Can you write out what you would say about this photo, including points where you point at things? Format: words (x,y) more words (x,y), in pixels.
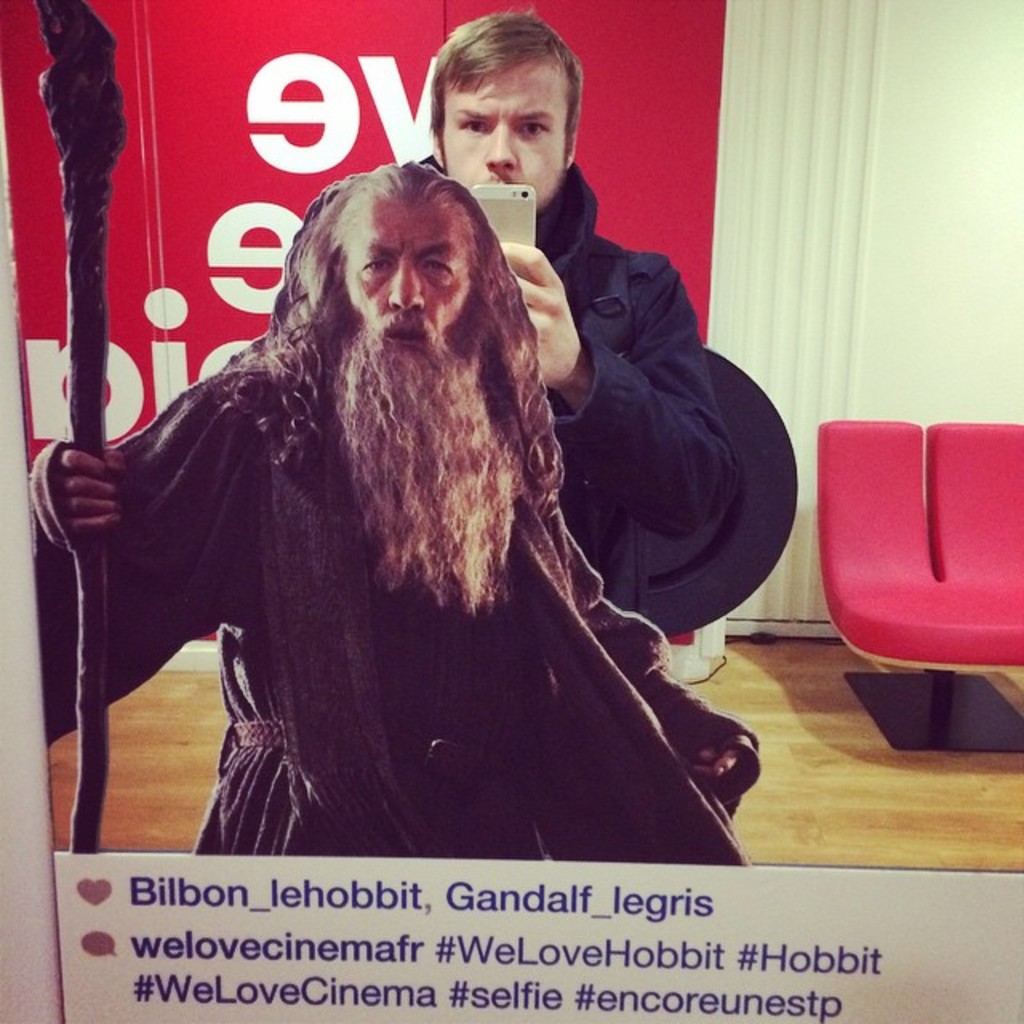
In this image I can see two men (519,342) among them a man (523,168) is holding a mobile (517,190) and other man (323,487) is holding a stick (106,559). In the background (884,176) I can see a wall (891,186) and red color chair (1023,574) on the floor (852,815). Here I can see some text (452,946) on the image.
